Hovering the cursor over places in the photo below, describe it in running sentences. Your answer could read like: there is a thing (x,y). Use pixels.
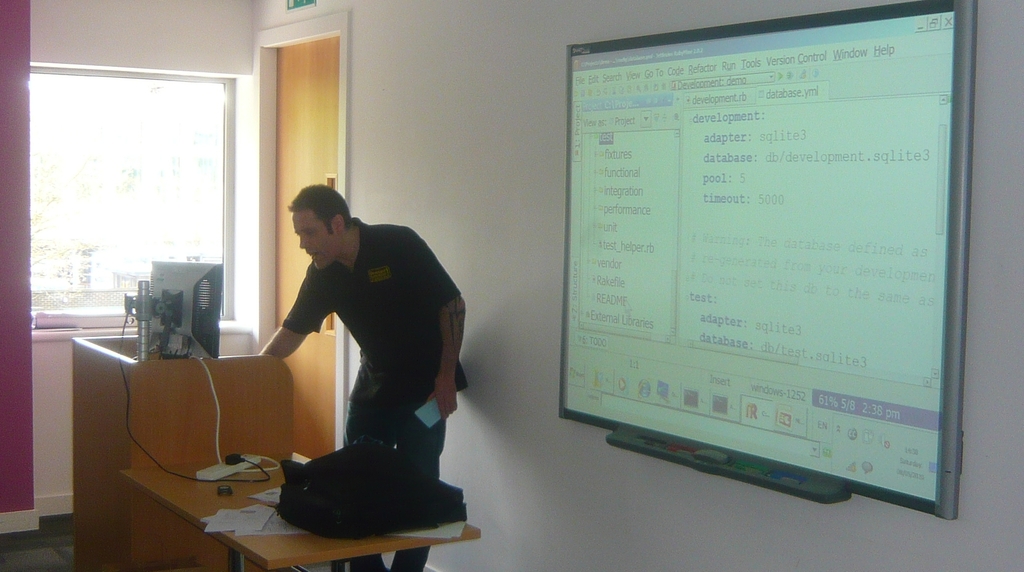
This picture is taken inside a room (761,498). There is a man (464,378) standing at the table (230,423) and looking into the monitor (210,278). On the table (235,437) there is bag (298,482), paper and monitor (204,296). On the right of the image (688,345) there is screen (701,311) and some text (629,214) and coding (709,170) is displayed on it. Beside the man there is a door (333,154) and above it there is a board (306,4). In the background (181,96) there is wall (128,41) and a glass window (96,110).
